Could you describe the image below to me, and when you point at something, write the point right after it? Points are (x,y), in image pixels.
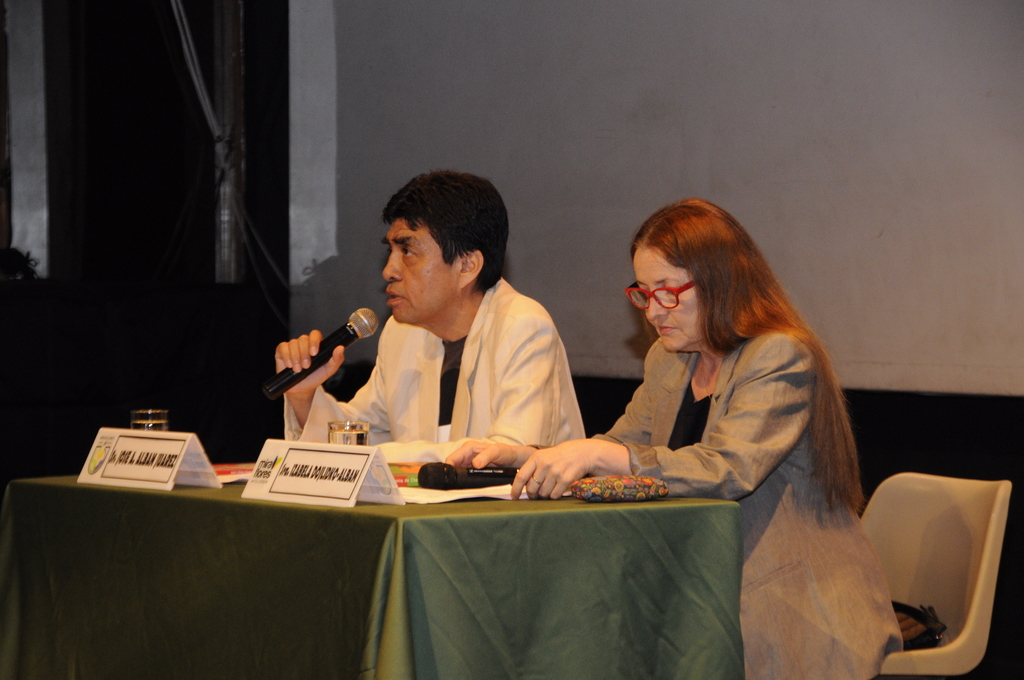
In the middle of the image (487,236) two people (770,282) are sitting on chairs (914,499) and they are holding microphones (470,482). In front of them there is a table (534,567) on the table (330,570) there are some papers (154,442) and glasses (146,409). Behind them there is a wall (706,42).
